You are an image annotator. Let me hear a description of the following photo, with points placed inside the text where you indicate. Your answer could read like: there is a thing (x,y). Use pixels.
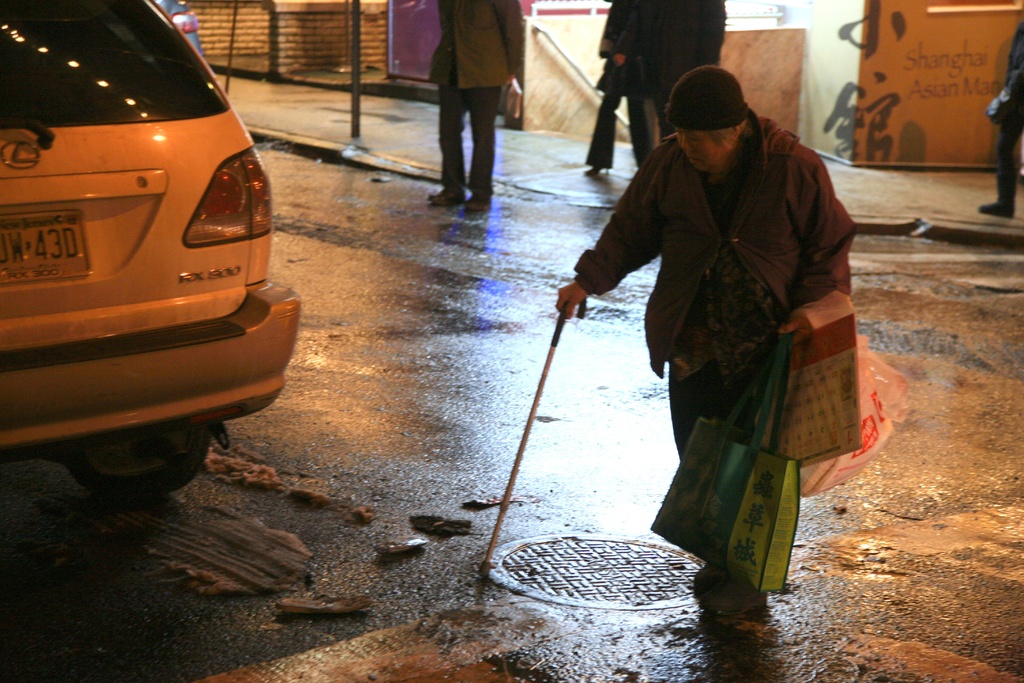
In this image we can see a few people (495,22), among them some are carrying the objects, in the background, we can see some boards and a vehicle (200,104) on the road (587,387).
